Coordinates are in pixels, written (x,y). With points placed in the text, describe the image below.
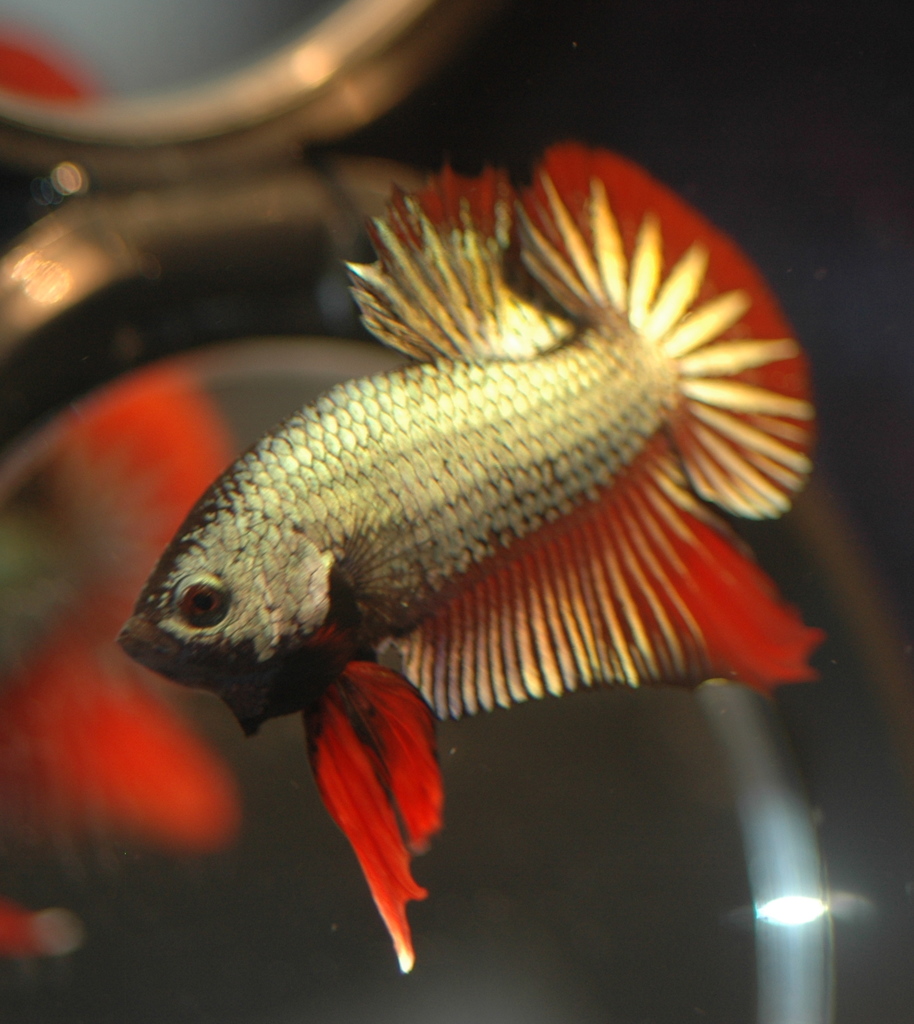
In the center of the image (503,454) we can see a fish (645,448) in the water (701,919).
